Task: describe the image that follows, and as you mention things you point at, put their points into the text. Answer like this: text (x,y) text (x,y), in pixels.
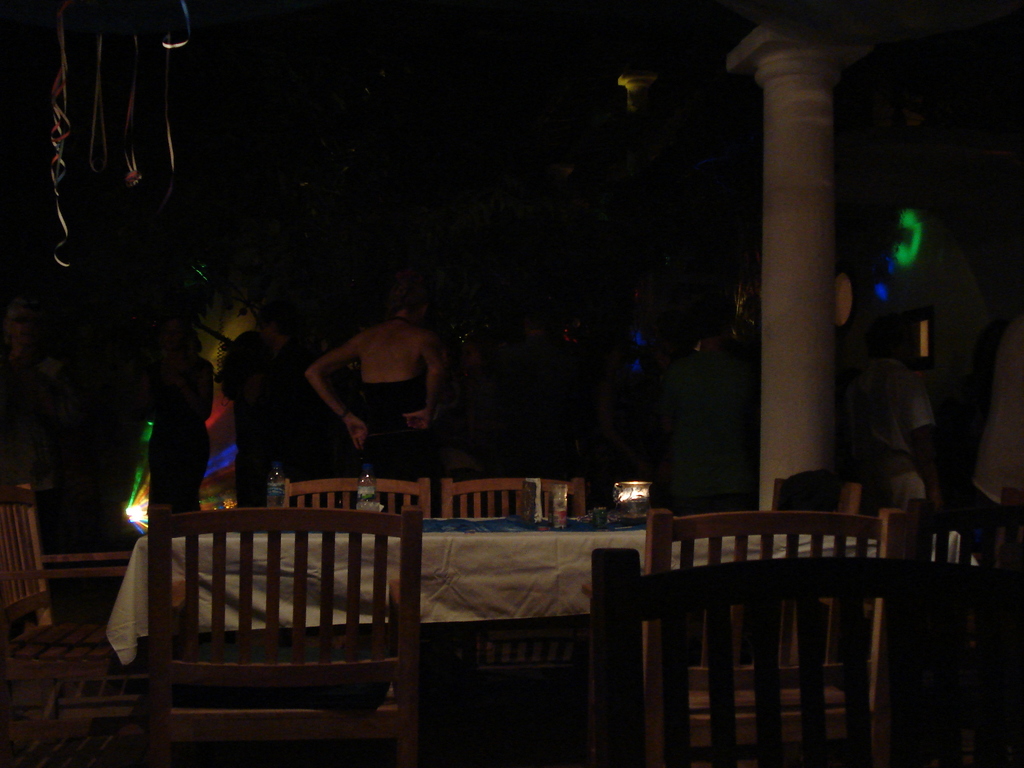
In this image I can see a woman (383,403) wearing black dress (394,414) is standing and few other persons (684,357) standing. I can see a table (517,540) with white cloth (494,560) on it and few chairs (657,528) around it. I can see few lights (145,482), few decorative ribbons (57,110), a pillar (782,435) and the dark background (877,179).
